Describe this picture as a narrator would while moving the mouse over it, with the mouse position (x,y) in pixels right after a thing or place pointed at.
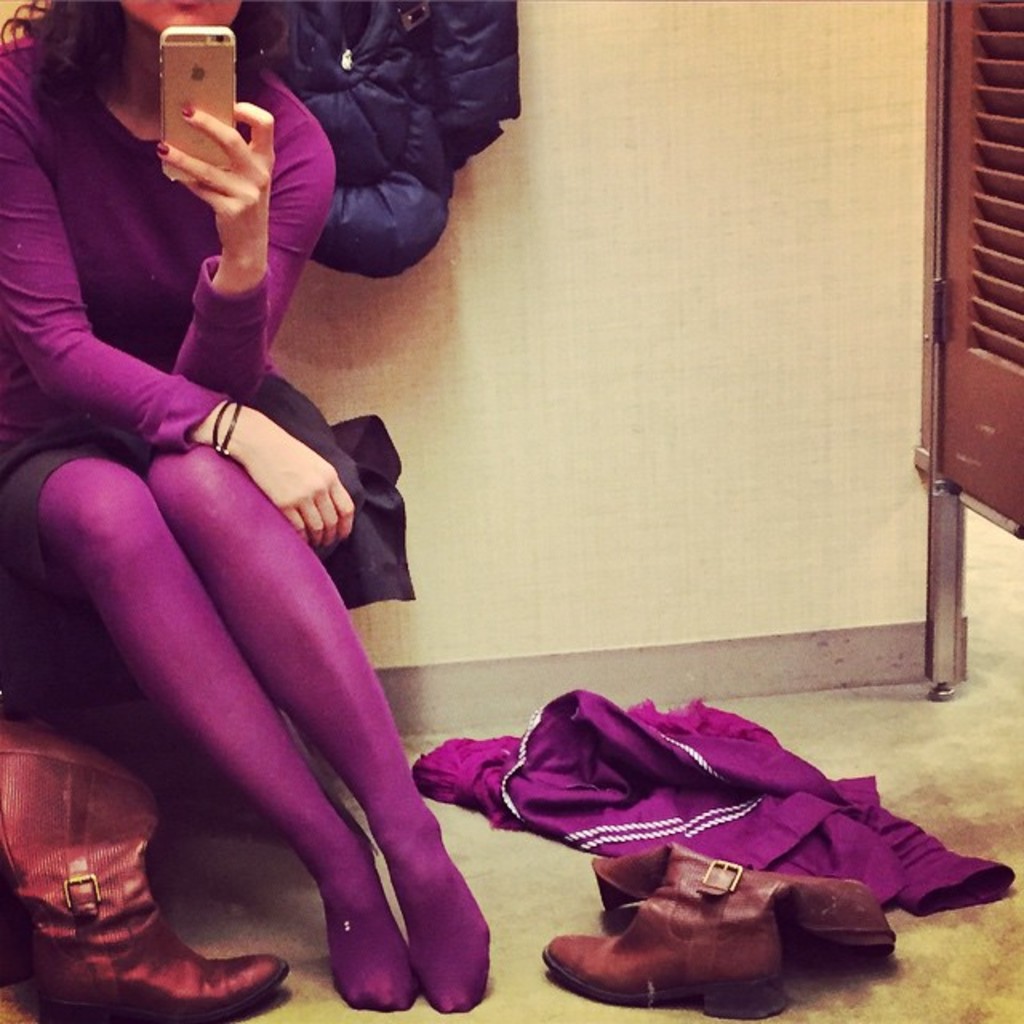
This is an inside view. On the left side (160,490), I can see a woman (90,321) wearing purple color dress (85,257), sitting and holding a mobile (206,87) in the hand (244,254). In front of her I can see the shoes (600,951) and a purple color cloth (673,768) on the floor (830,962). At the back of her there is a wall (565,159) and a blue color jacket (404,98) is hanging to that wall (549,83). On the right side (995,304) there is a door (980,302).
